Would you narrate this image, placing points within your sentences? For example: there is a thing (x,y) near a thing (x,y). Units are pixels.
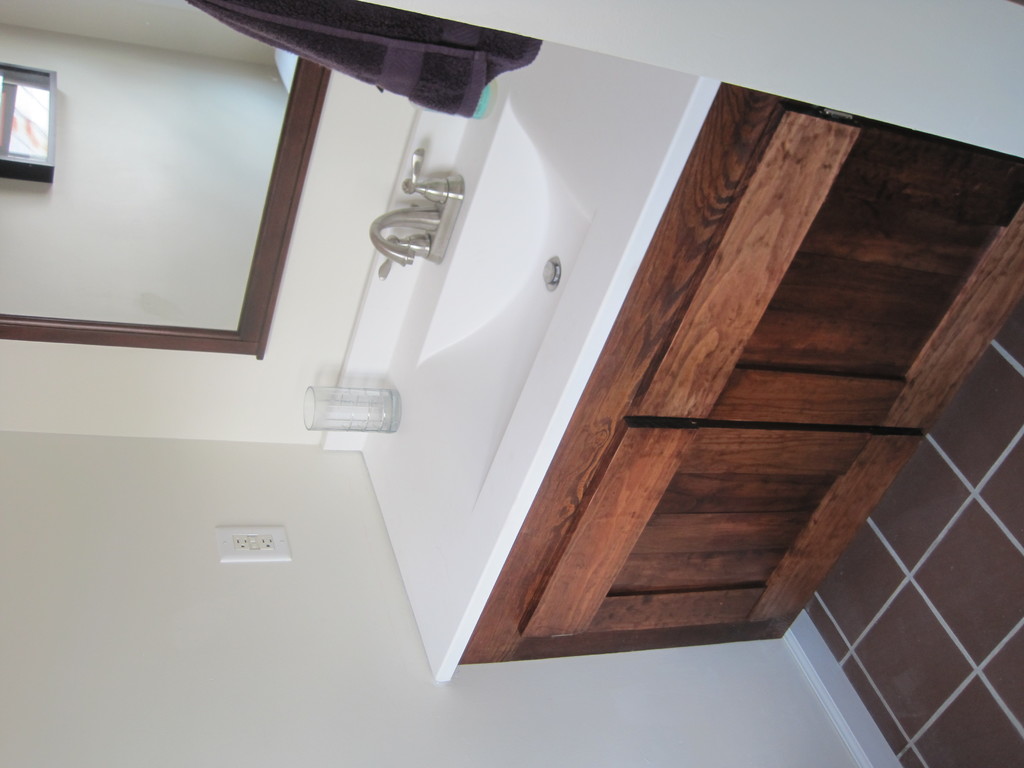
There is a wash basin (479,307) with tap (405,244). On that there is a tumbler (348,418). Below that there is a cupboard (825,330). Near to that there is a mirror (130,158) and a towel (366,62). On the wall (217,561) there is switch board (221,543).
